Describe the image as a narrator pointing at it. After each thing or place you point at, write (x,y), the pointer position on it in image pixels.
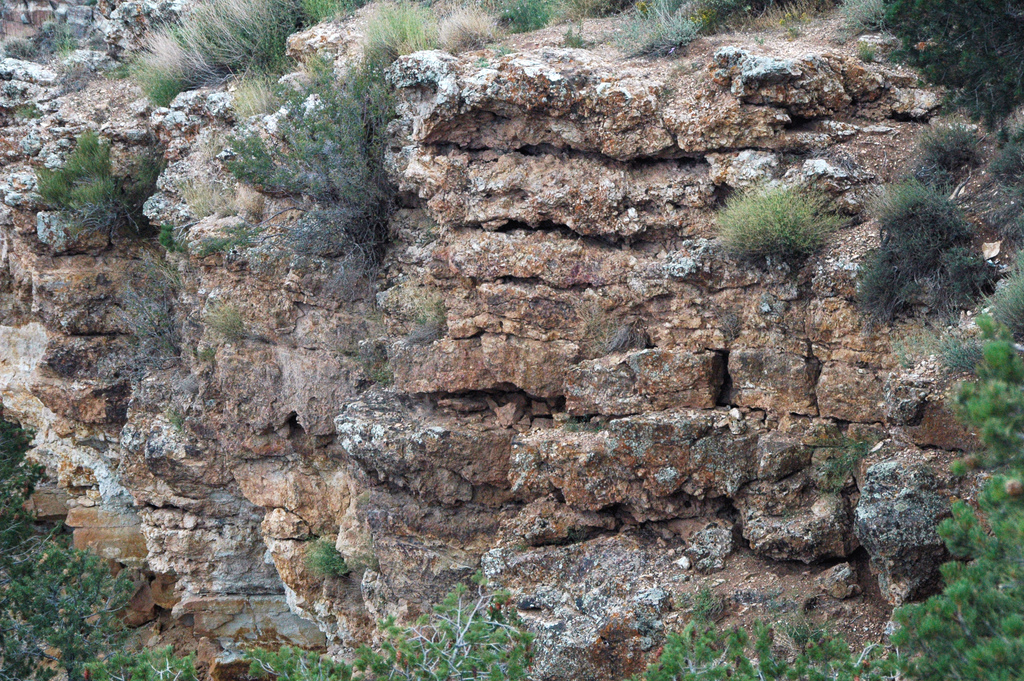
This image consists of mountains (473,199) along with plants (1015,163) and grass (433,1). At the bottom (1002,652), there are trees (62,634). In the front (181,412), we can see the rocks (527,393).
